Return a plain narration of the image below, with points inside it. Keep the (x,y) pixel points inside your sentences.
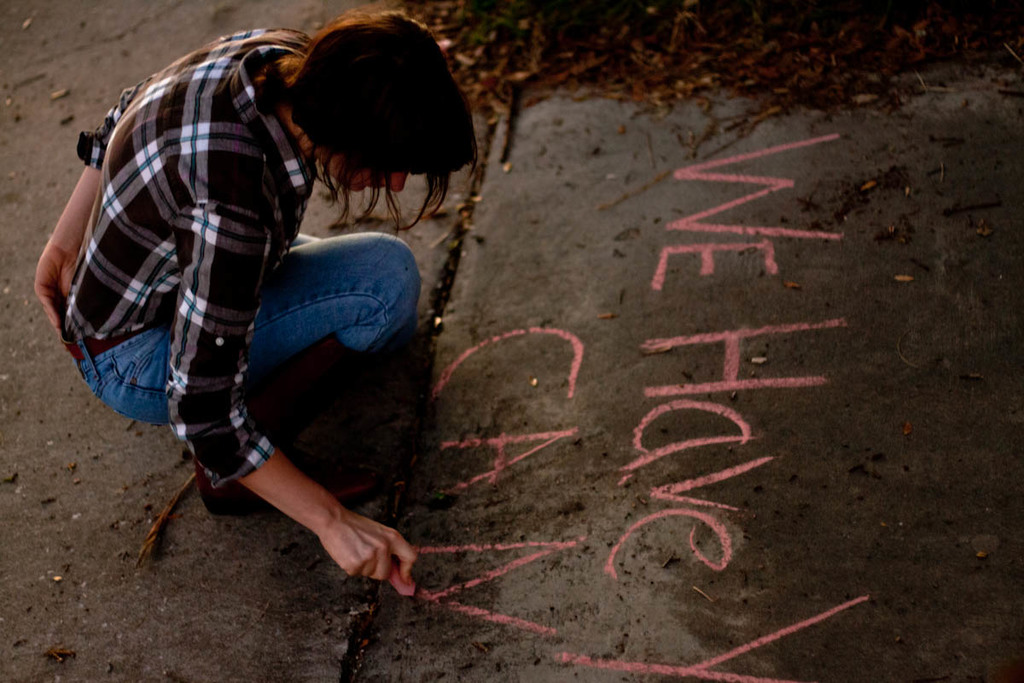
In this picture we can see a woman (150,348) writing something on the ground (627,333) with a pink chalk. In the background (733,28), we can see small sticks (653,28) and leaves (578,44).
